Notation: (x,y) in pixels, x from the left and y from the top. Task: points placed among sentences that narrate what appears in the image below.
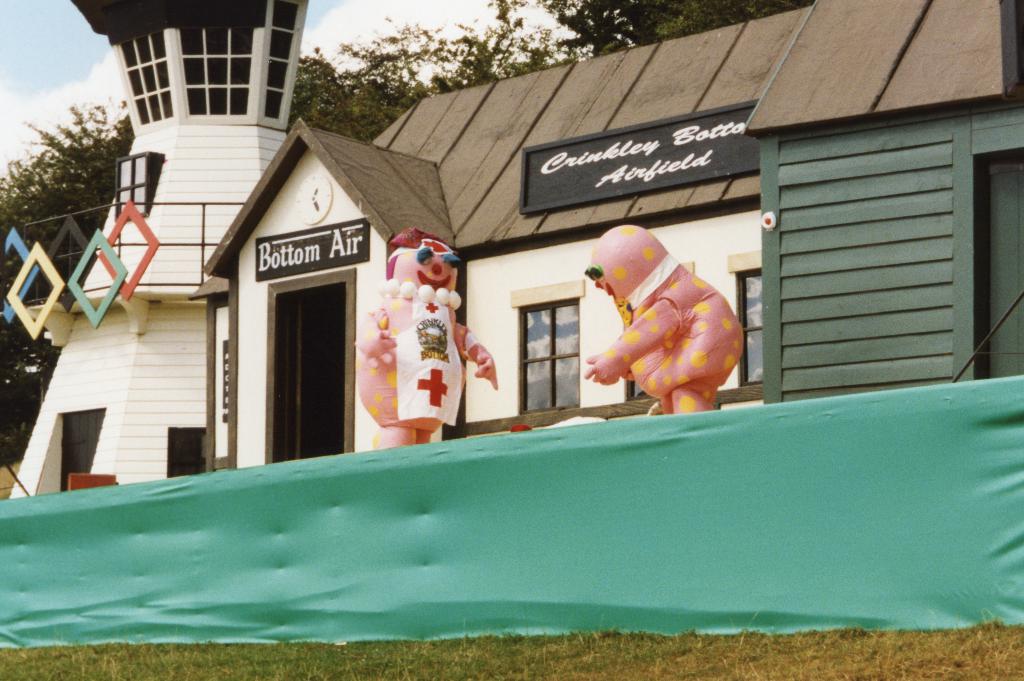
In this image, I can see two mascots (421,350). This is a building (520,170) with the windows (540,312) and name boards (363,229). This looks like a green color cloth (404,517). At the bottom of the image (189,651), I can see the grass (401,660). These are the trees (87,156). This is the sky (64,23).
